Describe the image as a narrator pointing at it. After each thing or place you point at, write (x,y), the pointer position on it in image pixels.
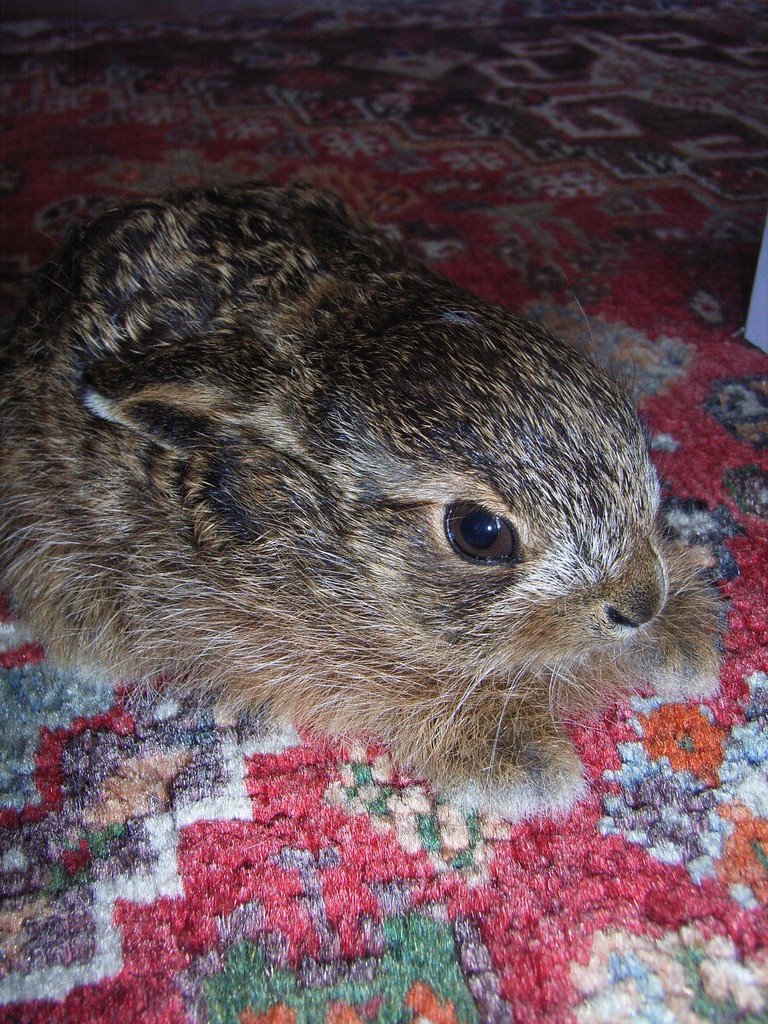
In this image, I can see a rabbit (235,484) on a carpet (649,364).
